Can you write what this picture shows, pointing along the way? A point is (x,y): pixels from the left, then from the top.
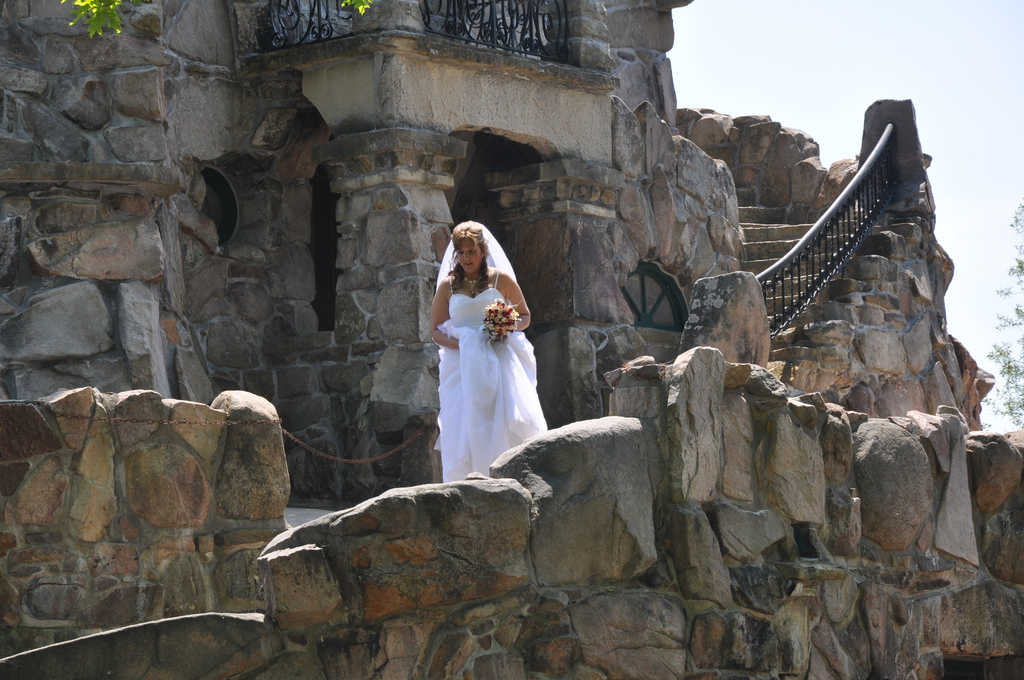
In this picture we can see a woman (468,376) holding flower bouquet (492,326) in the building (432,438). There is a tree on left side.
